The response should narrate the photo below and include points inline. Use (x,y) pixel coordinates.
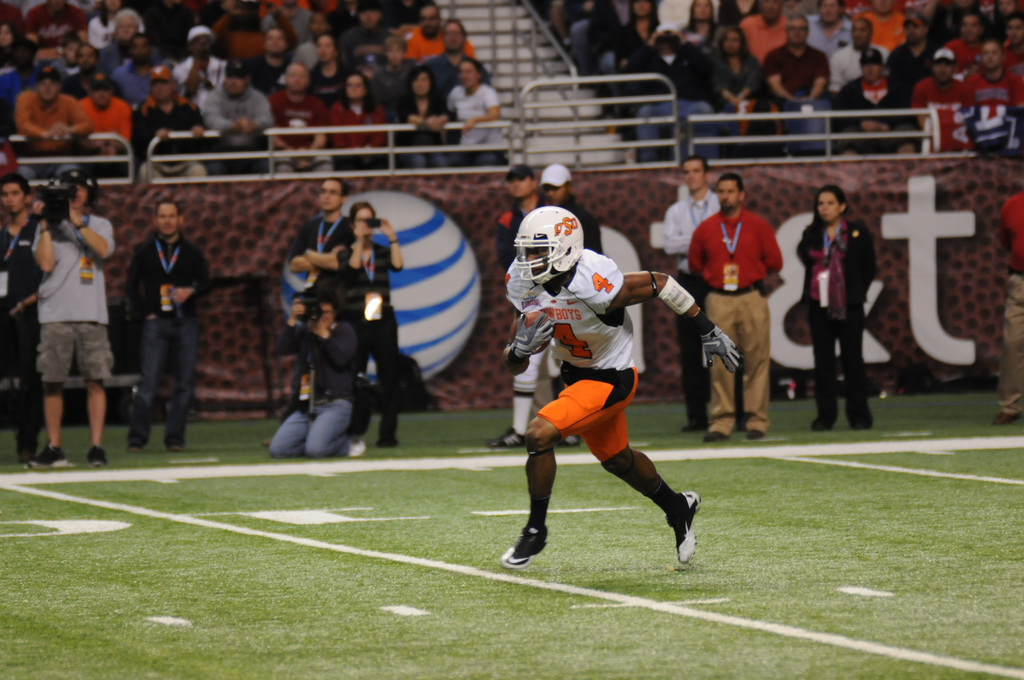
In this image I can see there is a player (528,294), wearing a helmet (570,253) and jersey (598,267). There are a few more people (81,332) standing at the left side (335,210) and they are clicking the pictures. There are few audience (243,84) and there is a staircase (522,26) and a railing (410,126).
